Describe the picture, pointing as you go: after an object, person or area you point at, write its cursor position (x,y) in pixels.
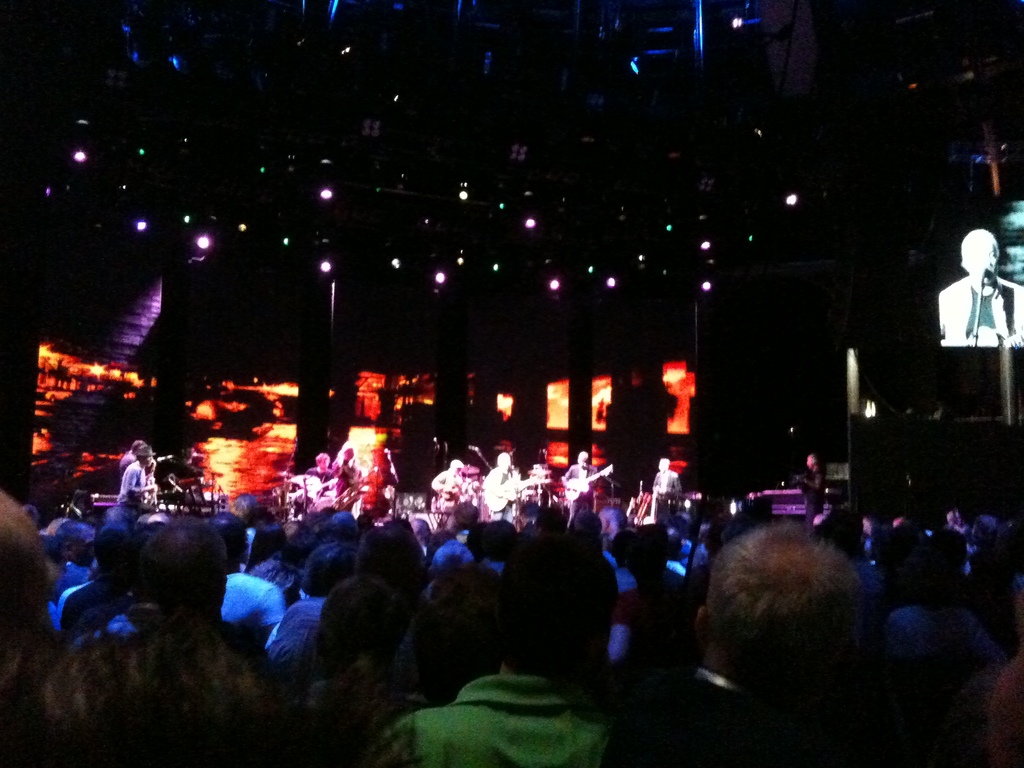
There are three persons (573,477) in different color dresses (573,477) holding guitars (509,487) and playing and standing on a stage (609,481) with the other persons (660,481). In front of them, there are persons (33,564) standing and watching them. In the background (804,49), there are lights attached to the roof (599,63), there is a screen (1013,297) and there are other objects (933,405).
